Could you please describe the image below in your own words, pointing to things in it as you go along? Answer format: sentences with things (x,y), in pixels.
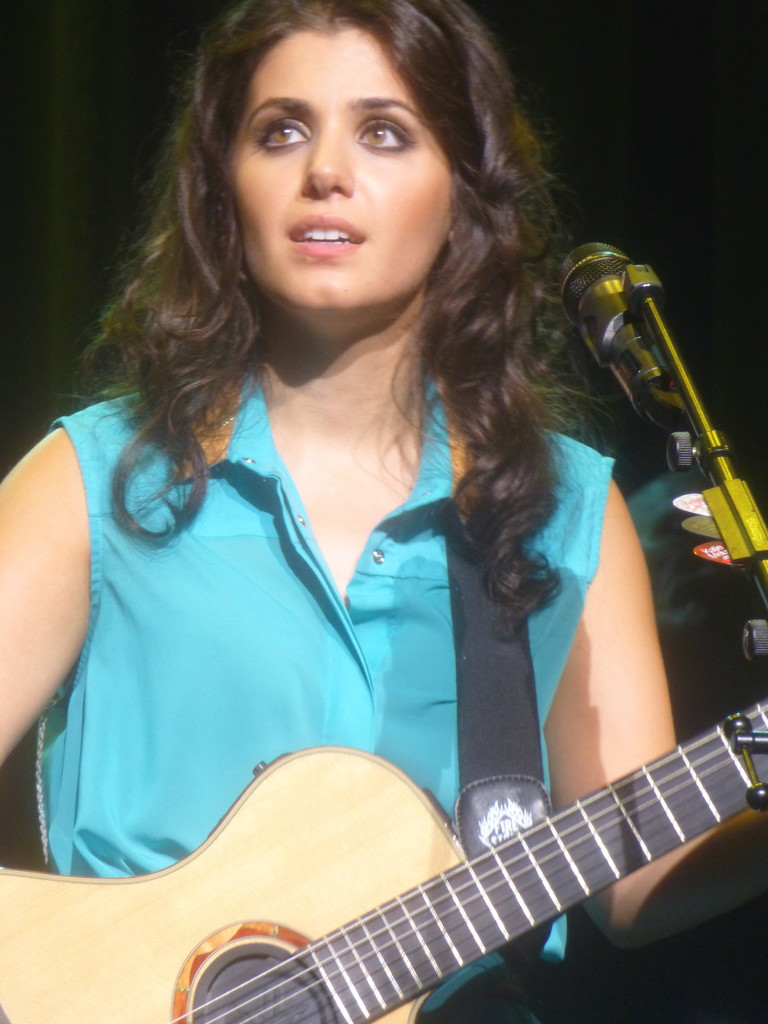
In this picture there is a girl (100,466) at the center of the image (366,434), she is holding a guitar (248,989) in her hands (767,815) and there is a mic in front of her.
